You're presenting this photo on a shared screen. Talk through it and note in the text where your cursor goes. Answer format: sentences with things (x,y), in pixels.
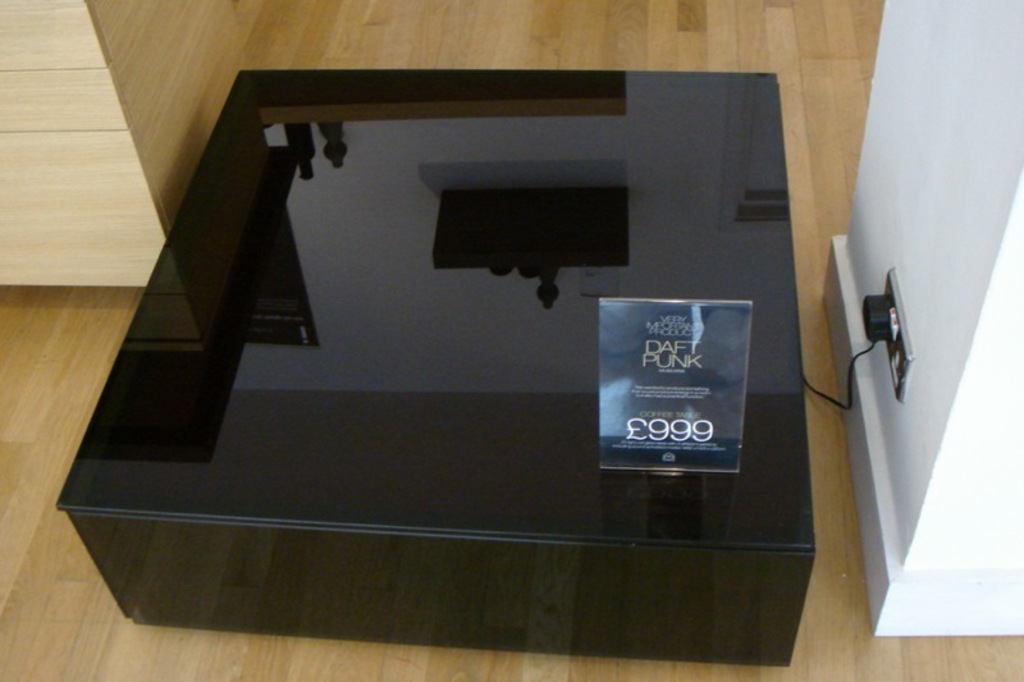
In this image we can see some object (283,364) which is in black color is on the ground (569,678) and there is some poster (700,377) attached to it and the plug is switched into the socket (896,351), on right side of the image (940,145) there is pillar (1021,389) which is of white color and on left side of the image (145,146) there is wooden color surface (141,127).
